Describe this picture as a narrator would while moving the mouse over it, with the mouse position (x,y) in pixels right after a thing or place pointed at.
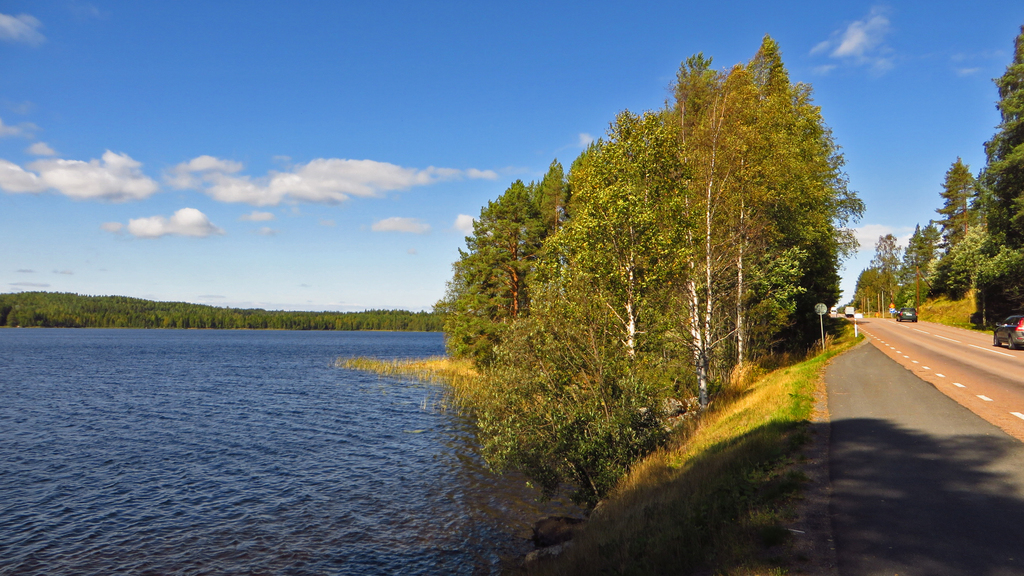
In this image we can see sky (101,271) with clouds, trees (108,317), water (382,332), grass (816,378), sign boards (822,338) and motor vehicles (904,319) on the road (897,415).
